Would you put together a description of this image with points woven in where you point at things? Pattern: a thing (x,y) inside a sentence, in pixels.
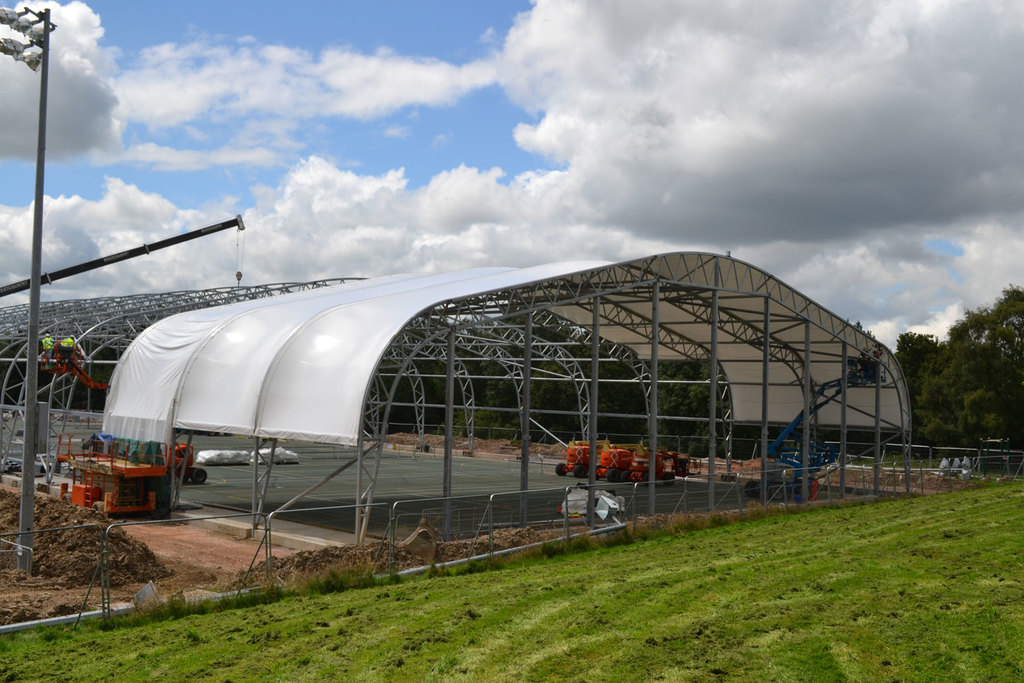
In this image, we can see a shed (344,379) and there are rods (450,359) and we can see vehicles (145,500) and some other objects (155,479). In the background (881,438), there are trees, fences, poles (26,463) and lights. At the bottom (327,572), there is sand (79,536) and ground (705,597). At the top (282,127), there are clouds (719,128) in the sky (528,102).
